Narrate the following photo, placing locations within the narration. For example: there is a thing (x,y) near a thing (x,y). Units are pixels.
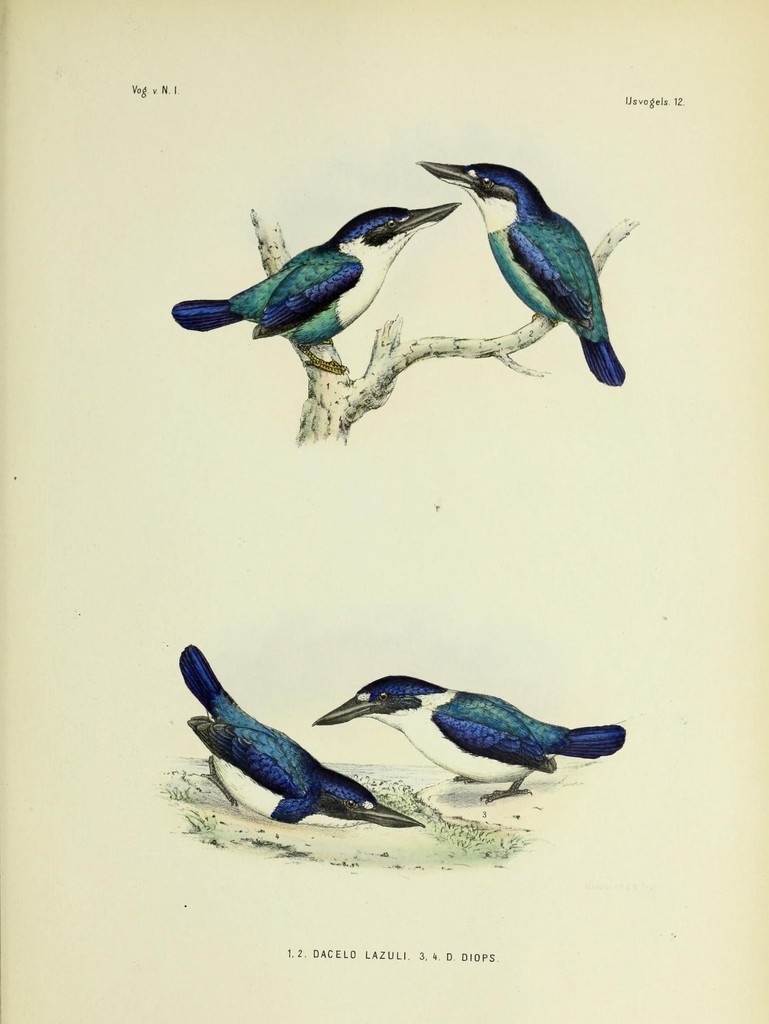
In this picture I can see the depiction of birds (267,311), tree branches (434,340) and I see something is written.
